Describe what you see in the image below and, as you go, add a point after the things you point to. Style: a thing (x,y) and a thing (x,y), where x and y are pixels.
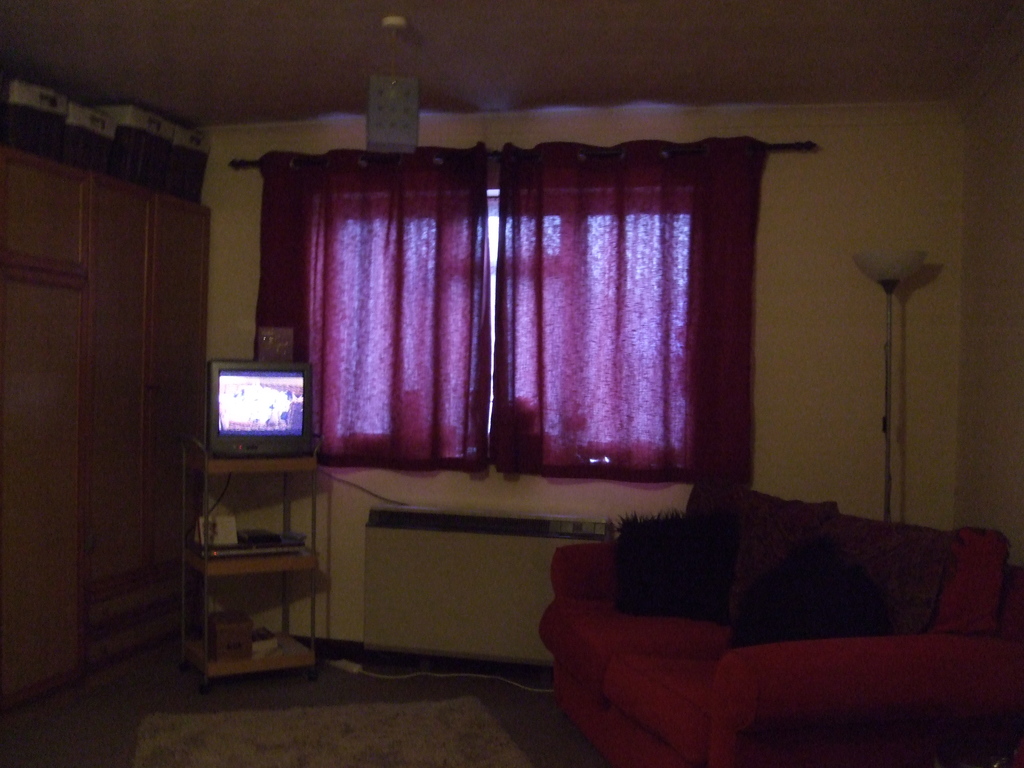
In this image there is a sofa (688,632) in the bottom right corner of this image (754,641). There is a wall (813,284) in the background (831,277). There is a window curtain (500,351) in the middle of this image (466,317). There is a television (306,399) on the table (256,560) as we can see on the left side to this curtains (409,436). There is an object (408,116) on the top of this image (415,97). There is a lamp rod (890,352) on the right side of this image (886,416). There is a floor (107,717) in the bottom of this image (293,721).
